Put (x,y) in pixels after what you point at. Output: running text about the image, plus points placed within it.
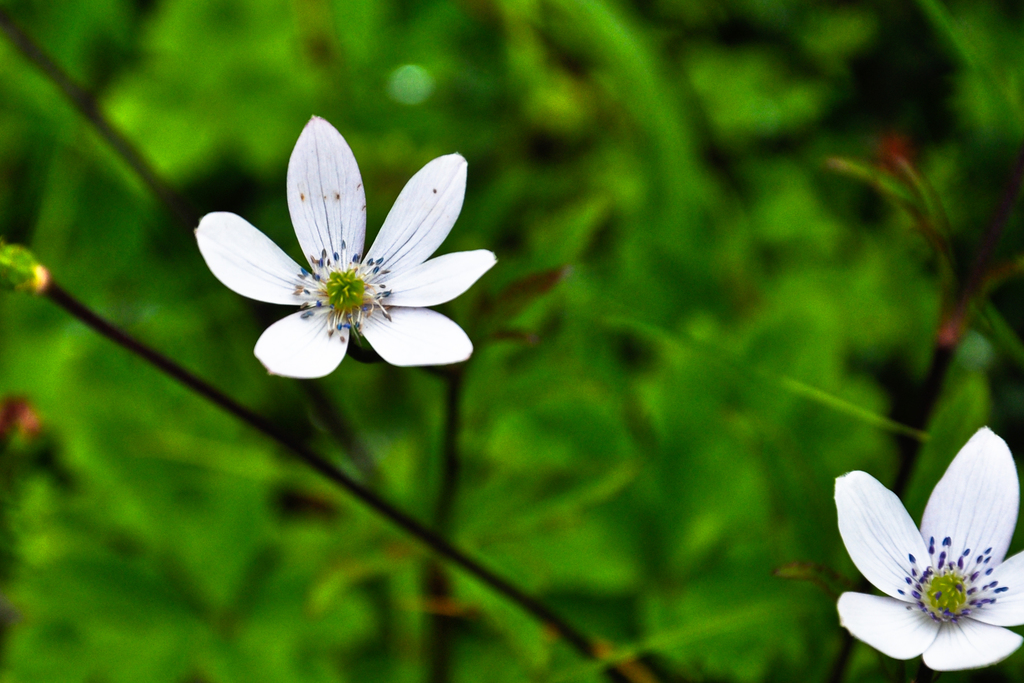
In the foreground of the picture (936,608) there are flowers (302,312) and stems (340,482). In the background (567,152) there is greenery (856,253).
